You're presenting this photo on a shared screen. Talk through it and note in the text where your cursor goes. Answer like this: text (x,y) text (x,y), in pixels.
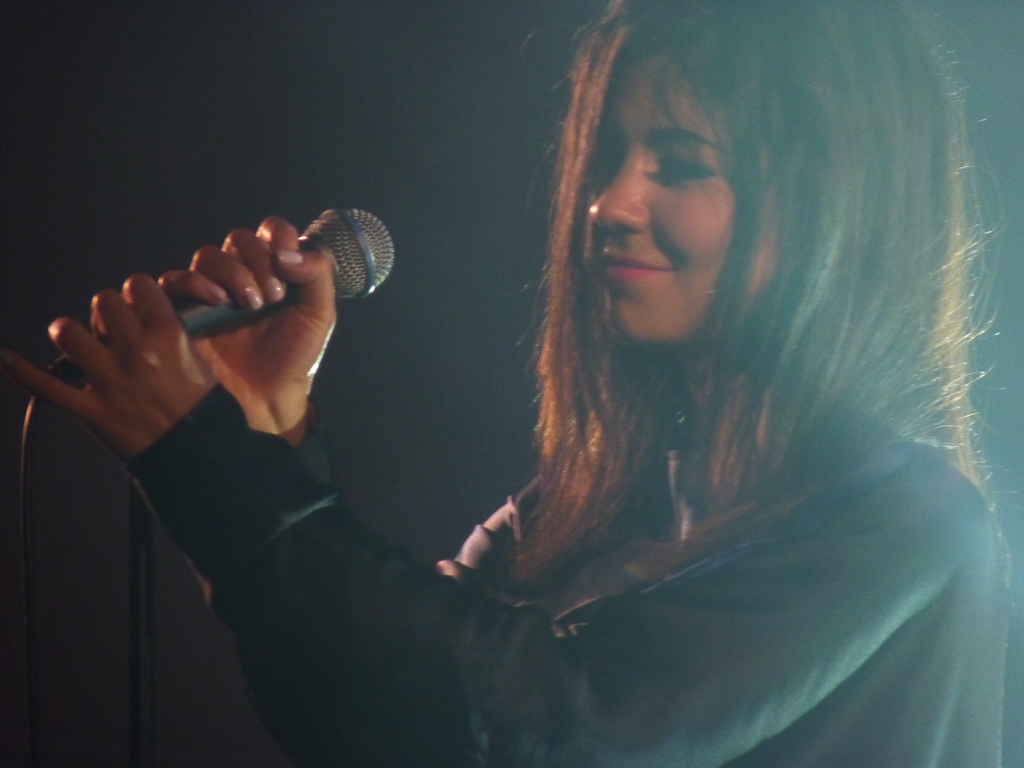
In this picture we can see woman (565,380) smiling and holding mic (214,332) with her hands (96,368) and in background (324,137) it is dark.
